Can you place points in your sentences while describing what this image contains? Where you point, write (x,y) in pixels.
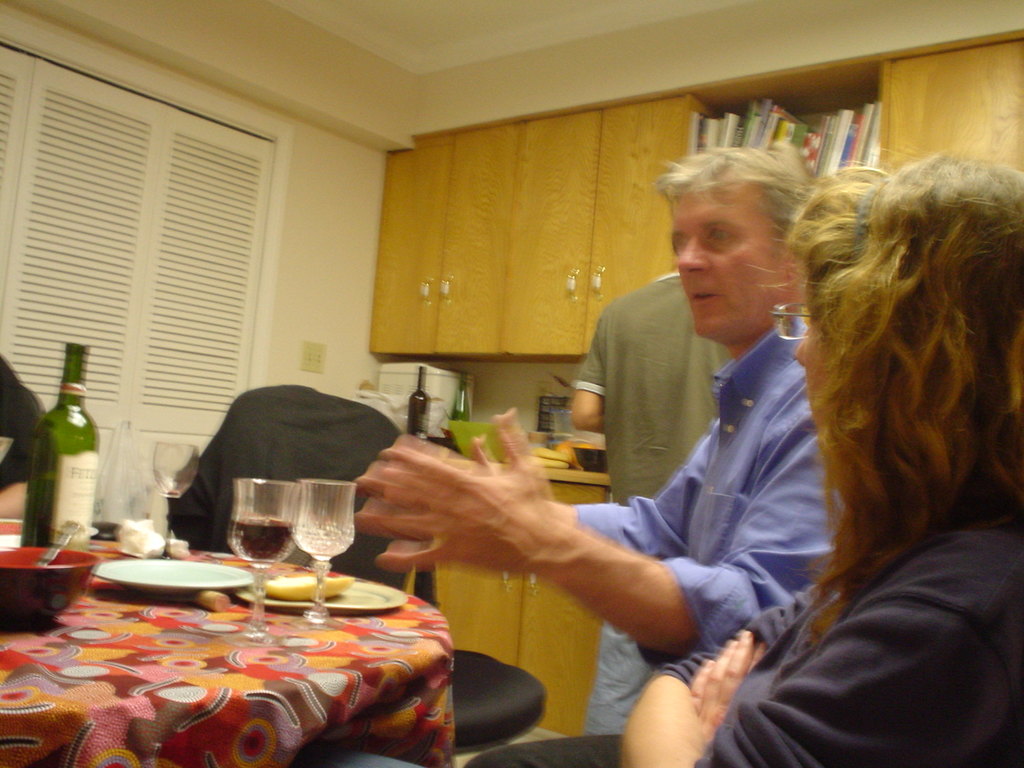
The image is clicked inside the room (181,518). There are four persons (708,385) in the image, one woman (859,352) and three others (605,655). To the right (889,525) the woman (878,570) is wearing dark top (870,646). To the left (76,373) there is bottle (36,524) on the table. In the middle (488,357) there are cupboards (429,298).
